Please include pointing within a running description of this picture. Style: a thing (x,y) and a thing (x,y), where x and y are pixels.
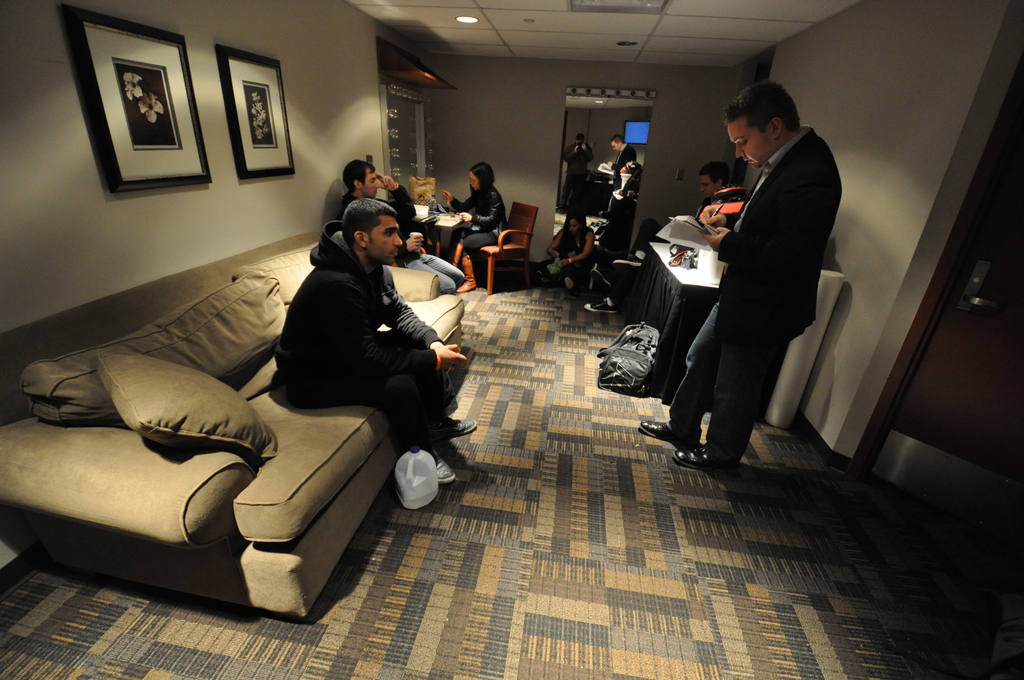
In this picture there are two men (363,253) who are sitting on a sofa (305,427). There is a pillow (173,375). There is a woman (472,230) sitting on a chair (510,239). There is a man (736,334) standing. There is a bottle (427,472), bag (622,356). There is a woman (579,259) kneeling down. There are two frames (162,68) on the wall (297,80). There is a light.
